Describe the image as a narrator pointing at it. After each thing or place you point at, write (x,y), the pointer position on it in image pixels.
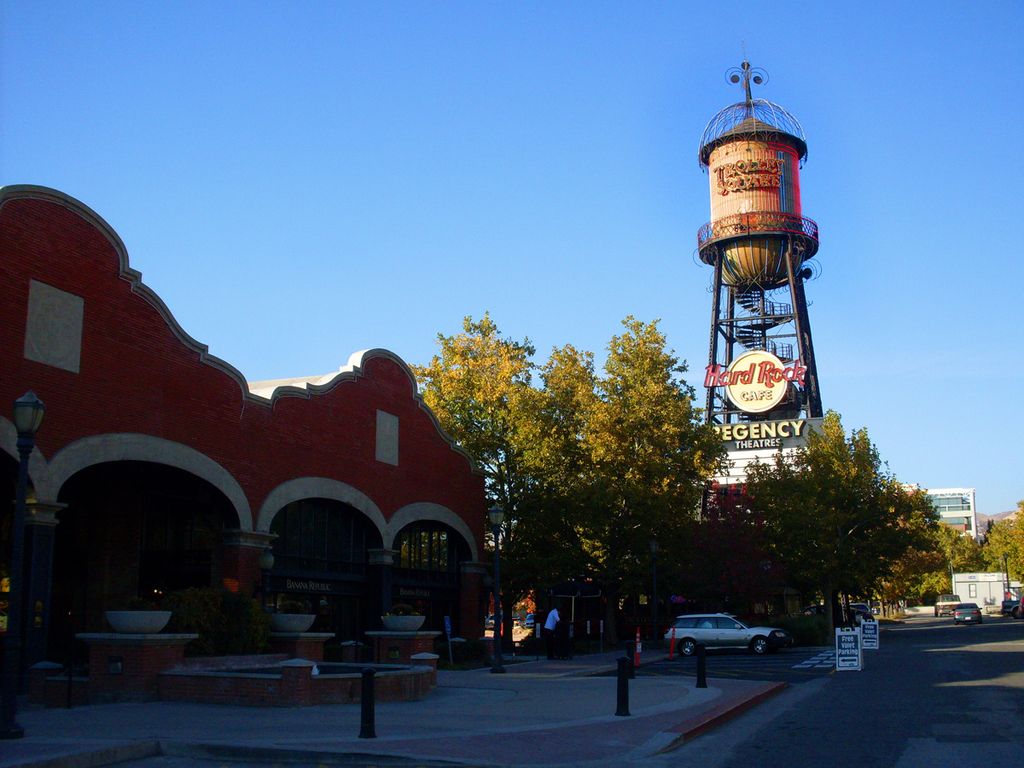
In this image there is a road (931,629) on the right side (948,635). On the road (958,647) there is a car (967,605). On the left side (279,445) there is a building (244,460). In the middle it looks like a tank (748,241). At the top (497,66) there is the sky (558,68). There are trees (666,449) on either side of the tank (763,256). In front of the building (380,467) there is a fountain (389,671).
